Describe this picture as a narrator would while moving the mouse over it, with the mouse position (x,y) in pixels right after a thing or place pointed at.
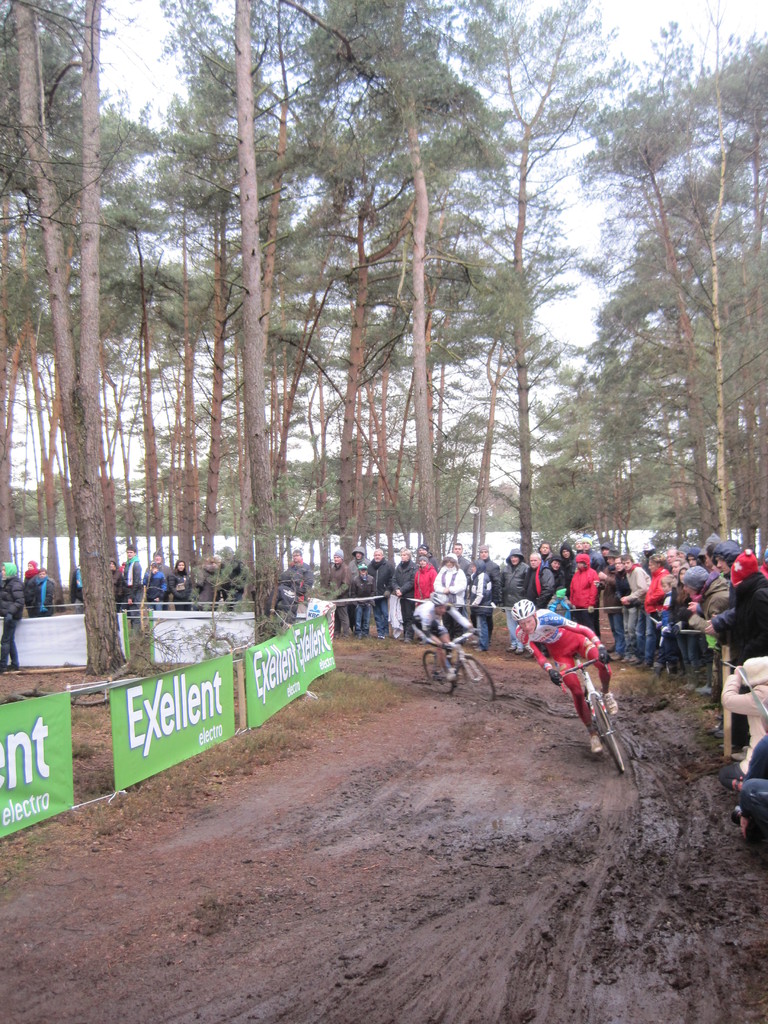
In this picture there are two persons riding bicycle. There are group of people (550,588) standing behind the fence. On the left side of the image (252,674) there are banners (283,705). At the back (346,341) there are trees (20,301). At the top (515,121) there is sky (500,104). At the bottom (328,899) there is mud (359,726).
